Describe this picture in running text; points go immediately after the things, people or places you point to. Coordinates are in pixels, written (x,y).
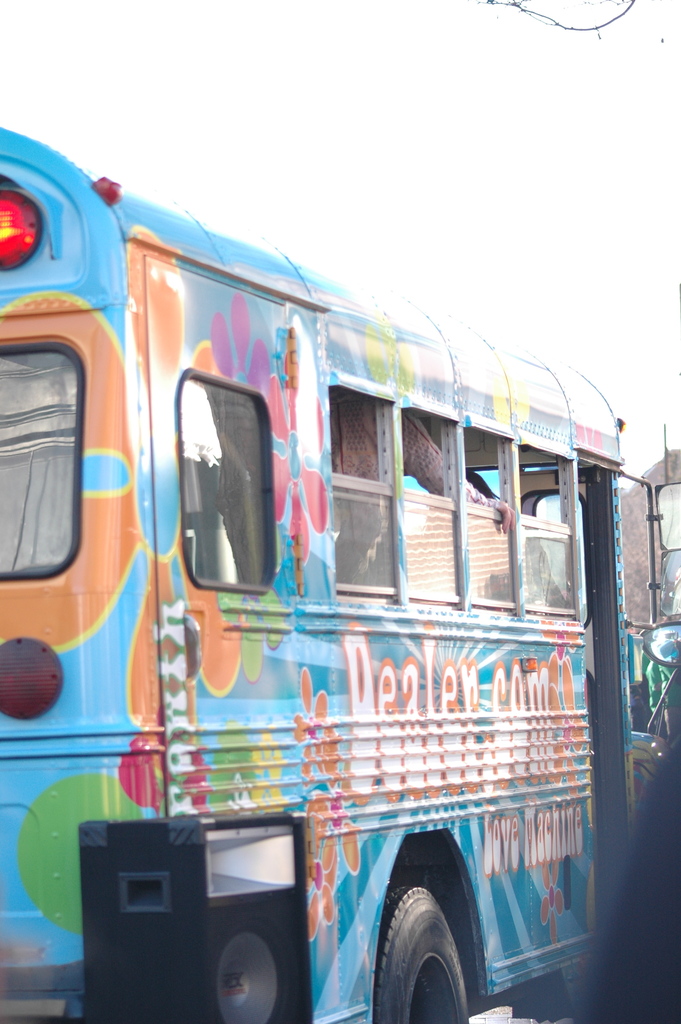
In the image we can see a vehicle (594,781), sound box (267,950) and the sky (375,95). In the vehicle (379,499) we can see a person (480,492) wearing clothes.
